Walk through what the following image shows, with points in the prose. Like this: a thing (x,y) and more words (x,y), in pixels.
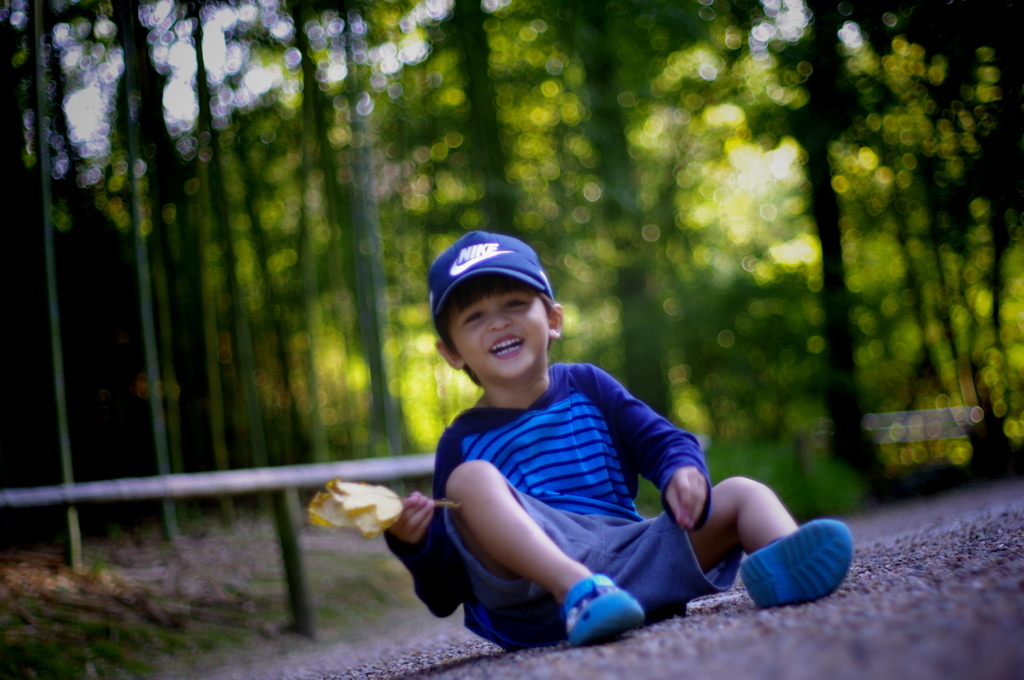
In this image there is a boy (521,483) sitting on the road (603,653) holding the leaf (347,496). He is wearing the blue shirt (556,438) and blue cap (482,255). In the background (451,164) there are trees (421,181).
